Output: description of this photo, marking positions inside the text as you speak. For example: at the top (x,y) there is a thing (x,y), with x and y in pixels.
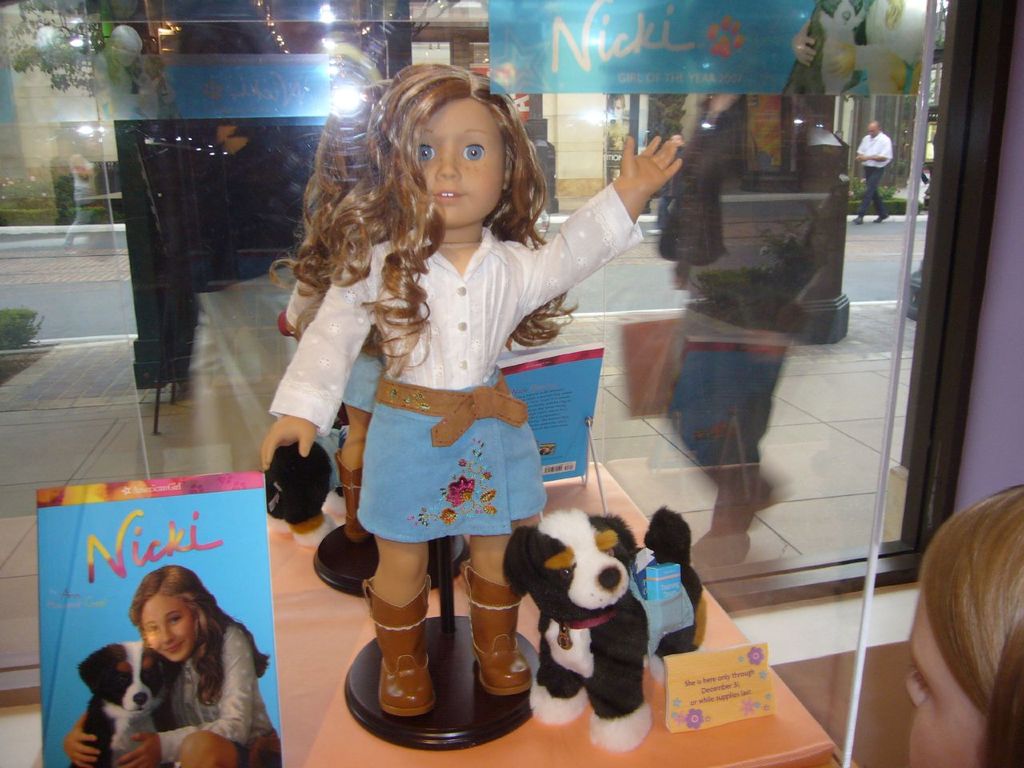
This image consists of a doll (427,425) and toys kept on a table (527,748). On the right (912,732), there is a girl (962,740). In the background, we can see a road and a person (692,263) walking. On the left (163,702), there is a book (139,646).
